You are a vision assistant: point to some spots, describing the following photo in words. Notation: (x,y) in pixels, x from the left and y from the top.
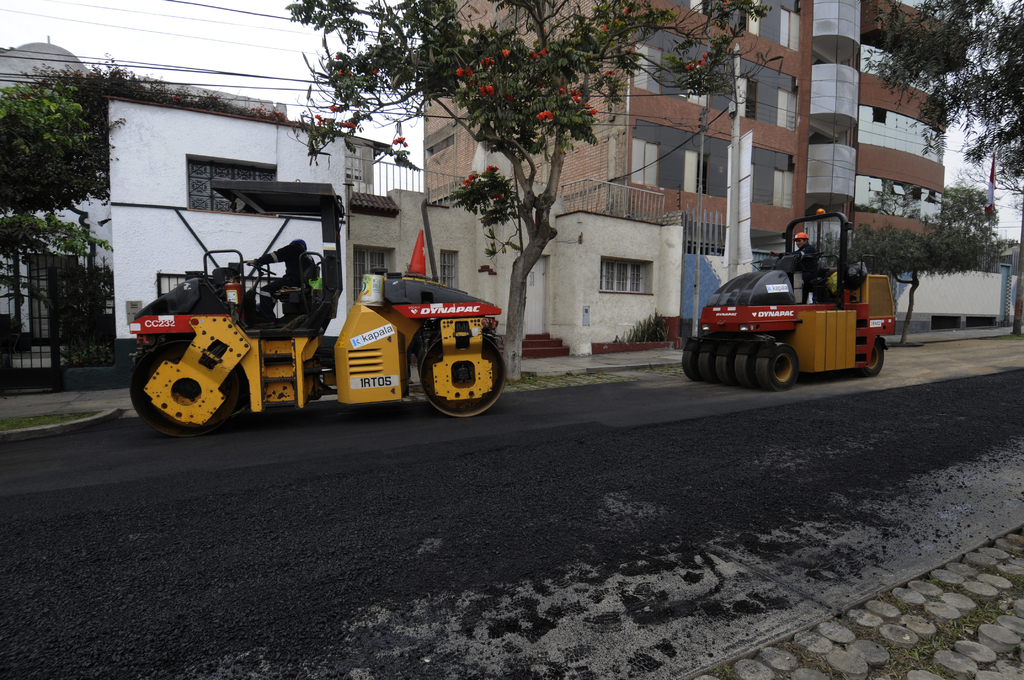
In this image, we can see two people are riding vehicles (161,365) on the road (513,476). Background (17,364) we can see houses (570,261), building (717,199), plants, trees (558,110), grill (52,329), wires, poles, banner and sky (302,56).
